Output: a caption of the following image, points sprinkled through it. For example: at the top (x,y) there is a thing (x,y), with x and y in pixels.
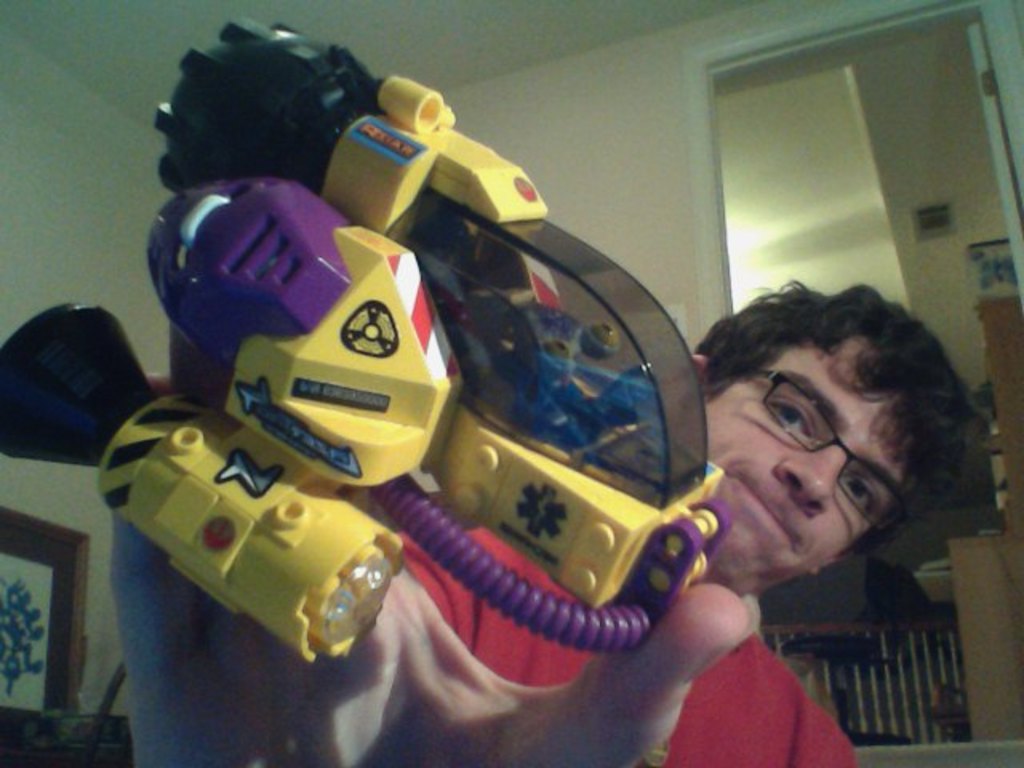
In this image I can see a person (622,654) wearing red colored dress (707,718) and spectacles (791,391) is holding a toy (554,561) which is yellow, black, red, white, blue and purple in color. In the background (601,126) I can see the wall (582,125), the ceiling (478,44), the door (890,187) and a photo frame (52,586).
